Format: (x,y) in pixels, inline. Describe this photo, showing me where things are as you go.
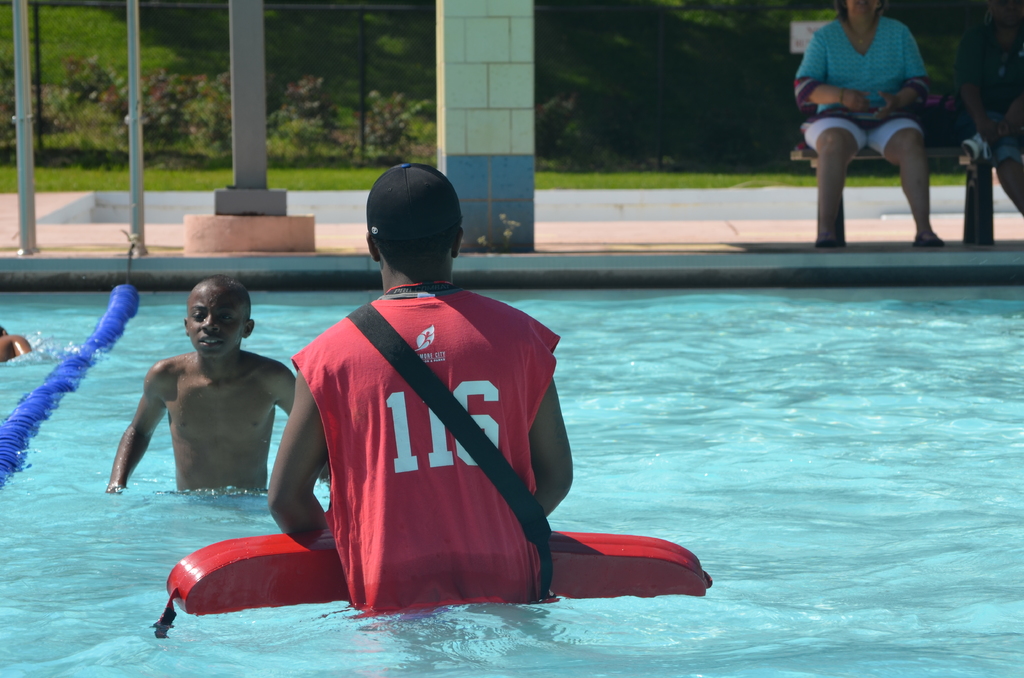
In this image, there are three persons (439,579), red and blue color objects (335,572) in the swimming pool (9,524). At the top of the image (1001,225), we can see pillar (513,157), poles (133,199), plants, grass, walkway (850,215) and two persons (1016,119) sitting on a bench (930,155).
